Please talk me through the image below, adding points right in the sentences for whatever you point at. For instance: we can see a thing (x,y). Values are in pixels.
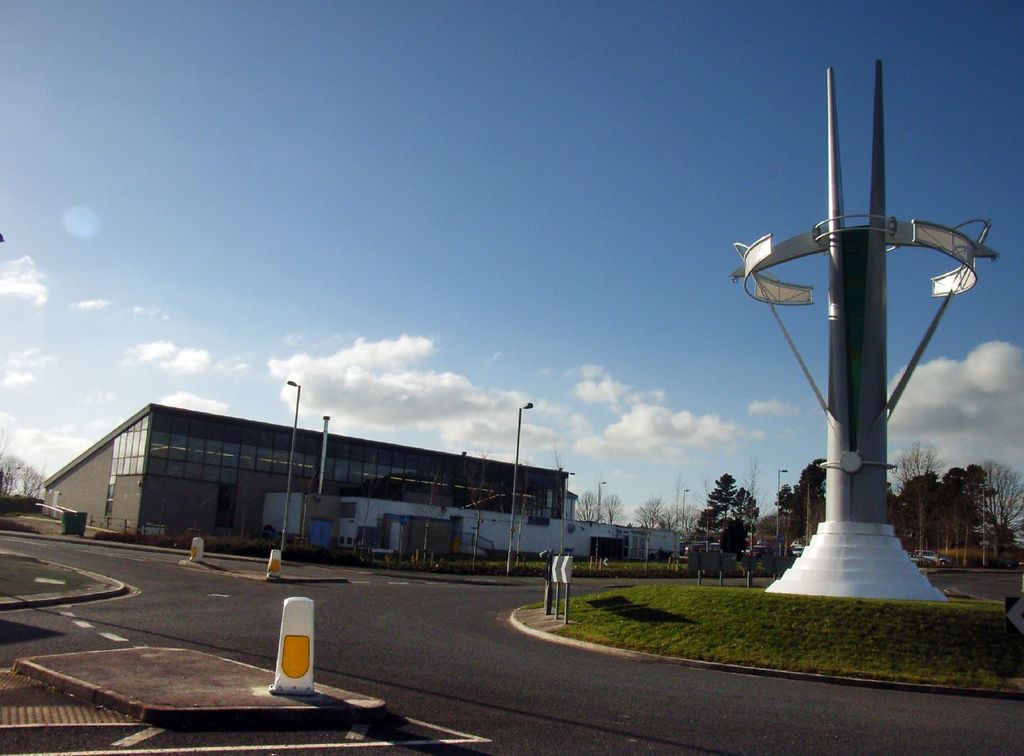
In this image, on the right (851,388), there is a tower (816,573) and there are divider cones (304,638), poles (569,599) and lights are on the road (568,714) and in the background (212,422), there are buildings (159,452) and trees (960,494). At the top (394,221), there are clouds (221,409) in the sky (561,325).
